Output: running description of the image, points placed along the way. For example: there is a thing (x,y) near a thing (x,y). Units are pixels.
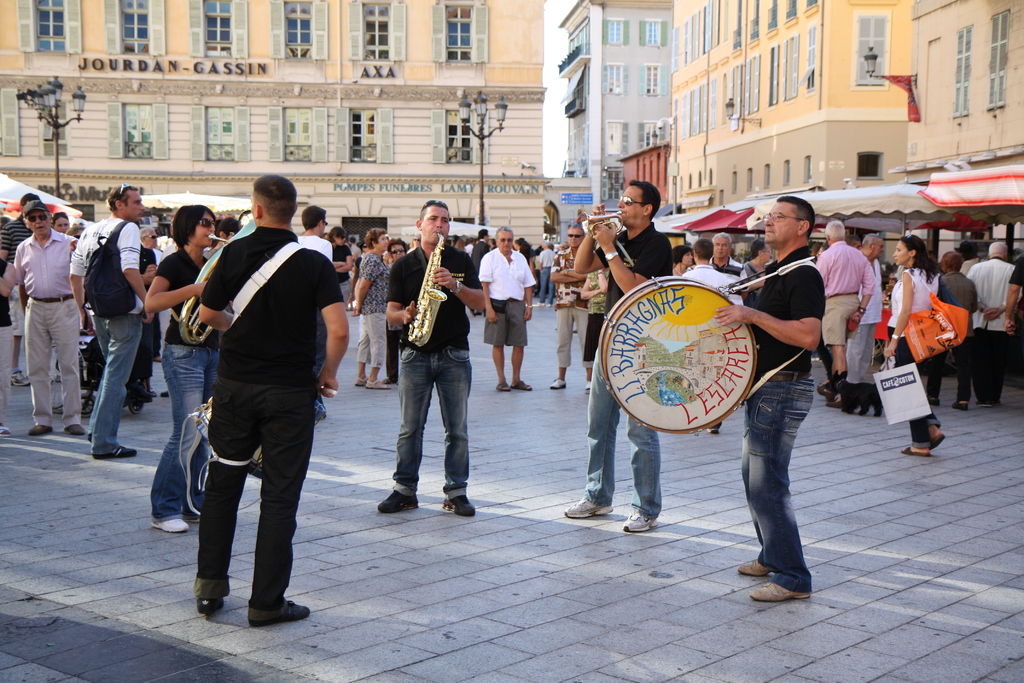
In the image we can see there are lot of people (494,265) who are standing and they are playing musical instruments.
